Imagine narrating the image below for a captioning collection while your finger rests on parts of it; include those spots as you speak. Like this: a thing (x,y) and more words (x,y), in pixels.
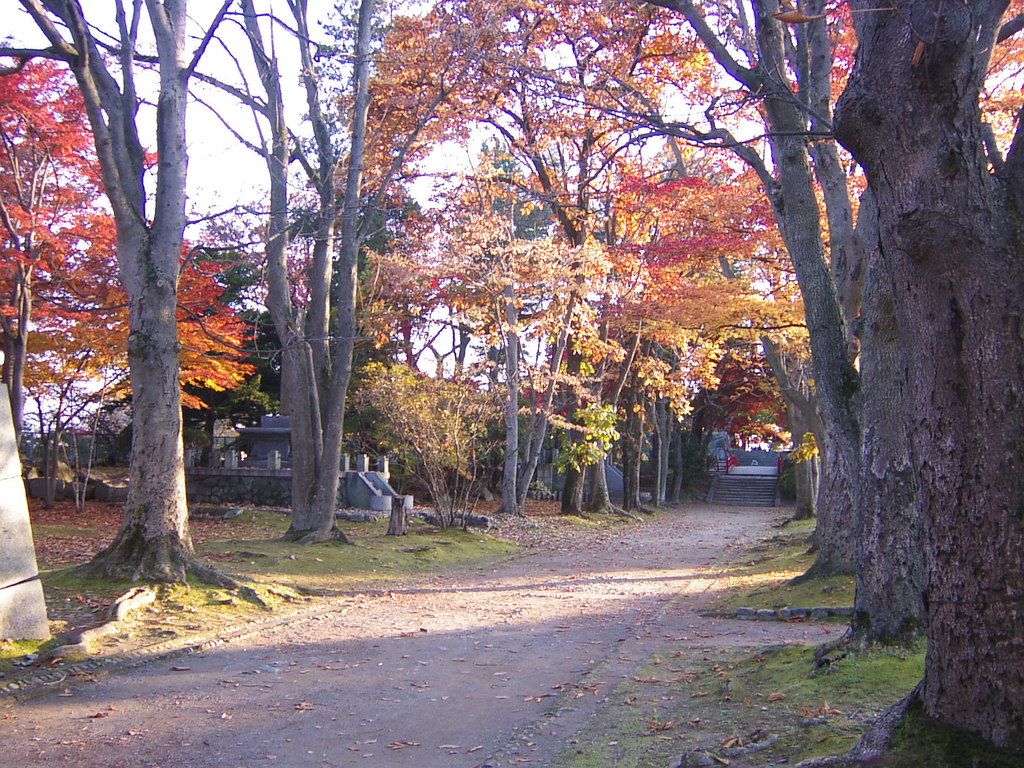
In the image we can see some trees (670,228), leaves (227,321) and buildings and road (472,692). Behind the trees (562,229) there is sky (143,50).
